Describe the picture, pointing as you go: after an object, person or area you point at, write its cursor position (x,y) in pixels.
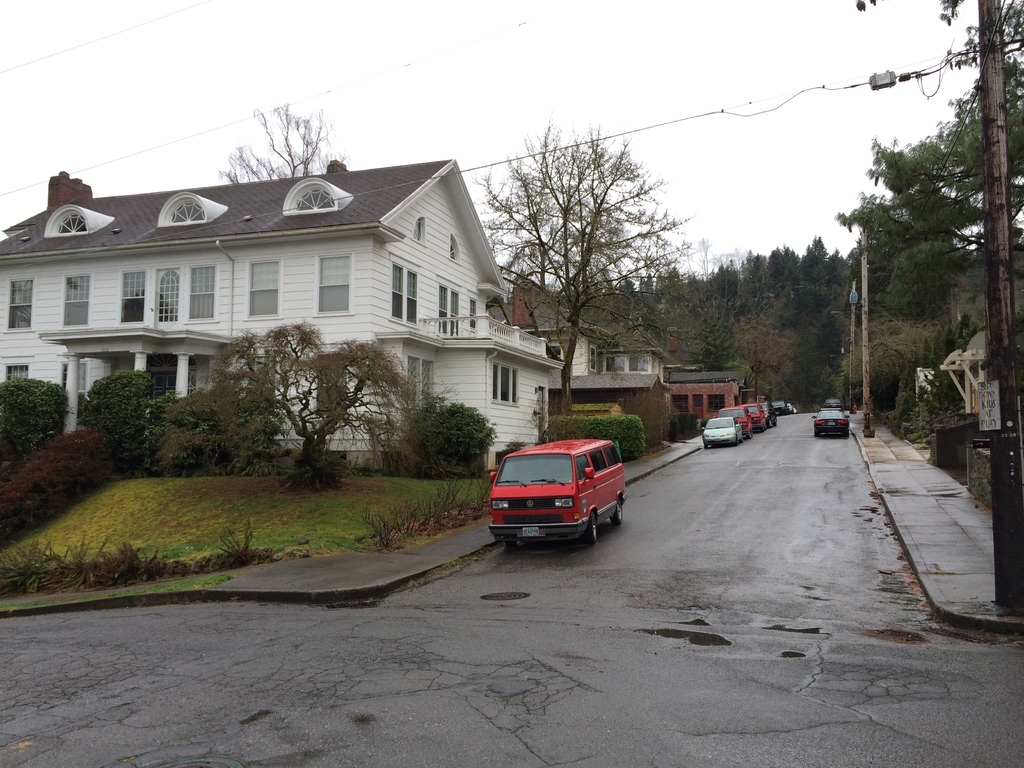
In this picture I can see few cars (755,422) parked and I can see buildings (366,289), trees (805,328) and few poles (851,323) and I can see a cloudy sky (656,114).
